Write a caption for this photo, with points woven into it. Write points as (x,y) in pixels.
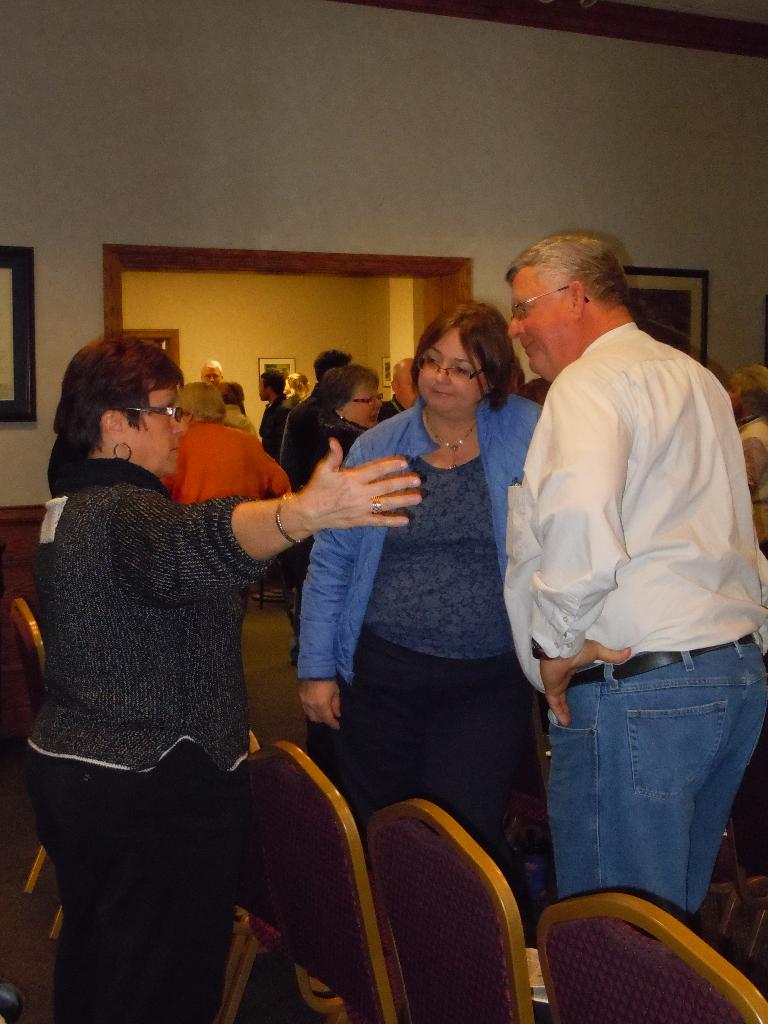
In this image we can see a few people (409,603) standing, there are some chairs (376,925) and also we can see some photo frames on the wall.
